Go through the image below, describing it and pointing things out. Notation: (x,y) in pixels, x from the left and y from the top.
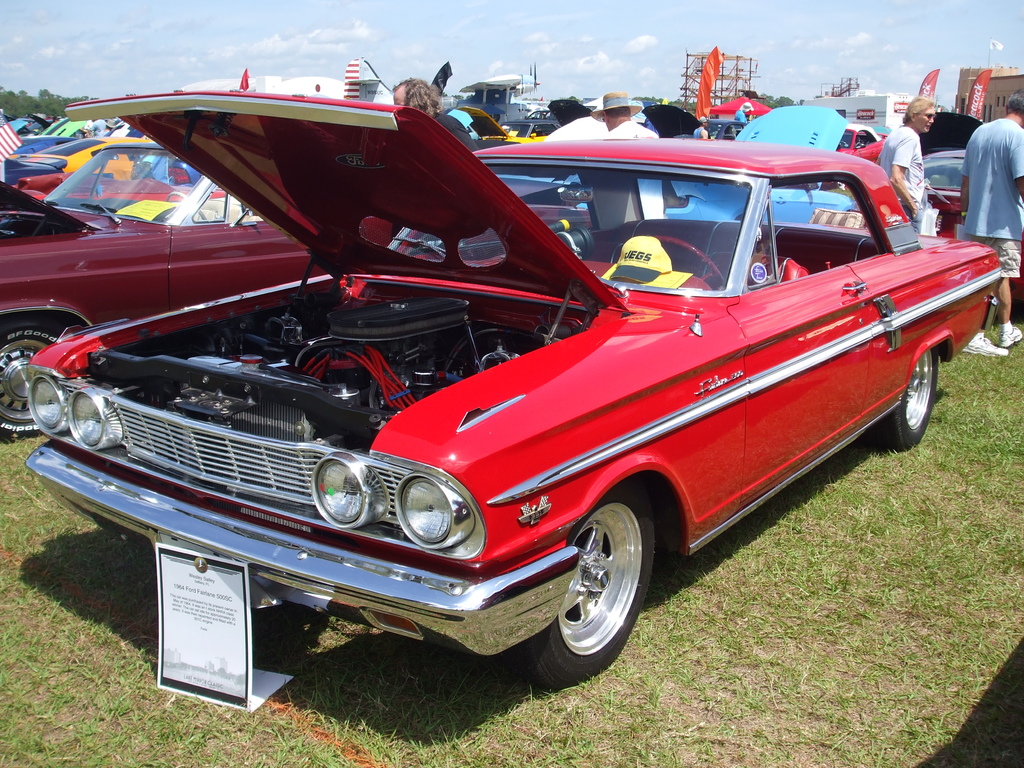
In this image there are many cars (341,269). Here there is a board (202,651). In the background (602,115) there are many people (588,122), trees (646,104). The sky (260,67) is cloudy.
